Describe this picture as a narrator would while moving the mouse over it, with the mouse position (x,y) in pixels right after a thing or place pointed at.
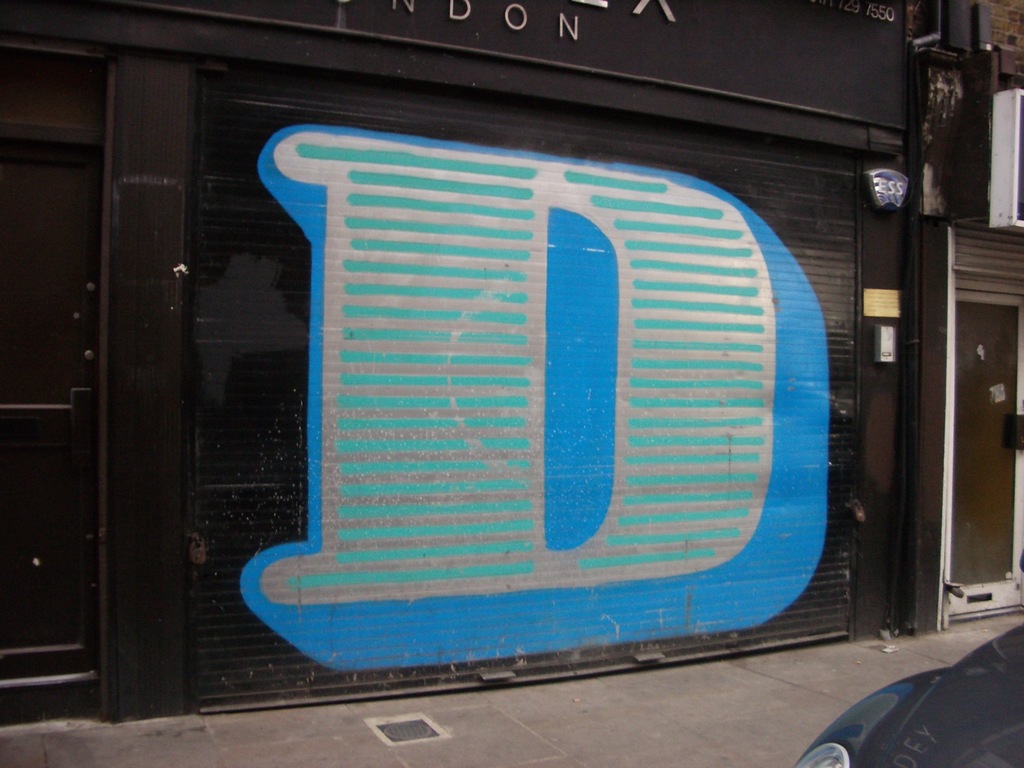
There is a building (770,536) which has a black shutter (340,426) and ''d'' is painted on it. There is a black car (936,703) at the right (935,710).
